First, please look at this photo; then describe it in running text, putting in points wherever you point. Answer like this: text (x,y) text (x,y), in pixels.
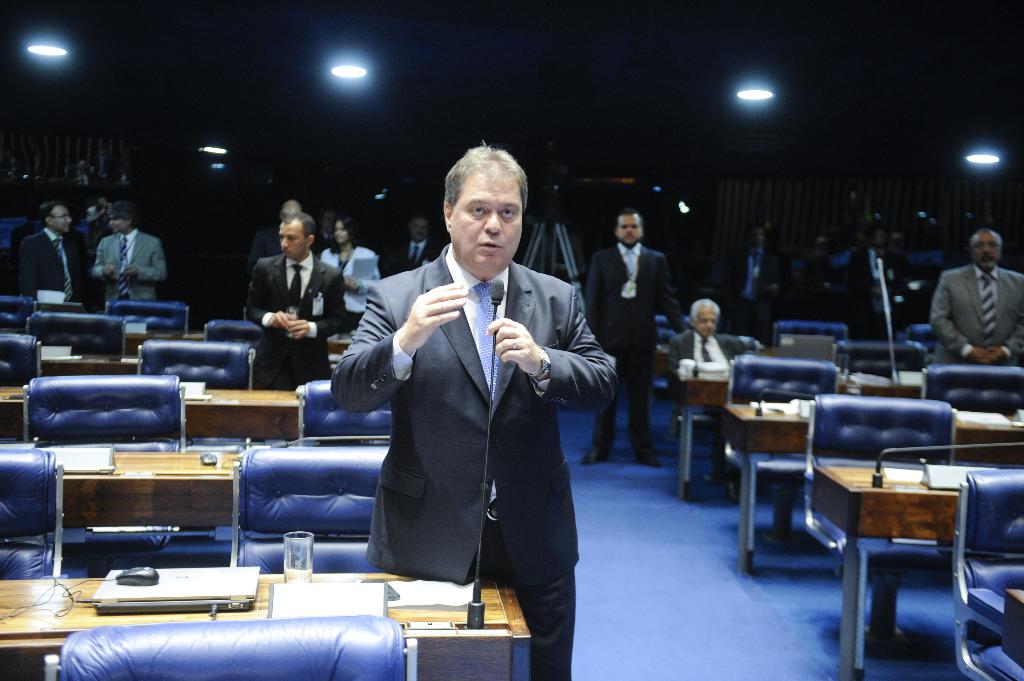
This image consists of many persons (474,342) in the hall (165,204). They are wearing black suits (491,441). At the bottom (703,625), there is a blue carpet (679,625). And there are chairs (322,520) in blue color. In the background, there are lights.
